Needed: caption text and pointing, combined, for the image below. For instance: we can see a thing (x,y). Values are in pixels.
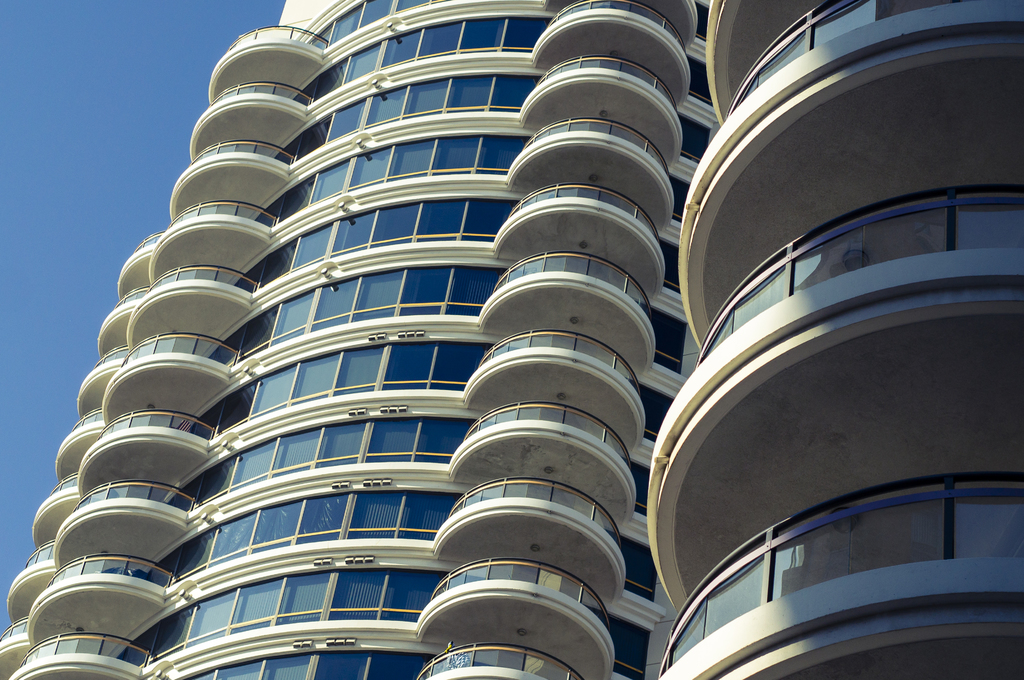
In this image we can see some buildings (503,314) with glasses (448,500) and other objects (492,358). On the left side of the image (75,221) there is the sky (148,136).
